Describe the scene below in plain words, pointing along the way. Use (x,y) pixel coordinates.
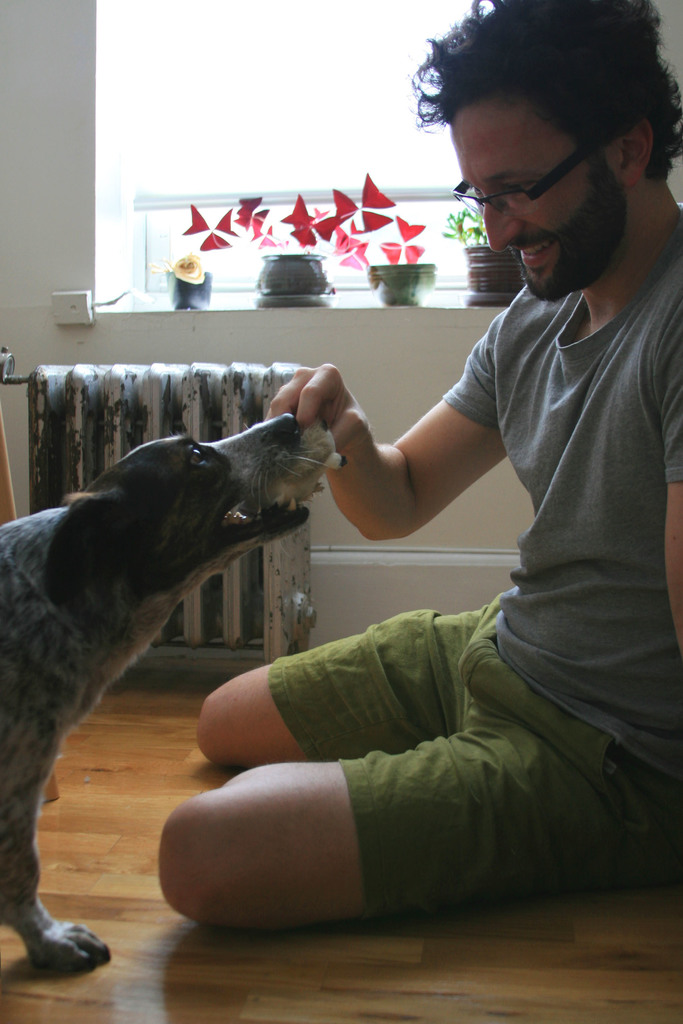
In the middle of the image (365,499) a man (191,798) is sitting and smiling and holding something in his hand (329,413) and there is a dog (296,419). Behind him there is a wall (6,53), on the wall (52,39) there is a window (111,81) and plants (309,209).
